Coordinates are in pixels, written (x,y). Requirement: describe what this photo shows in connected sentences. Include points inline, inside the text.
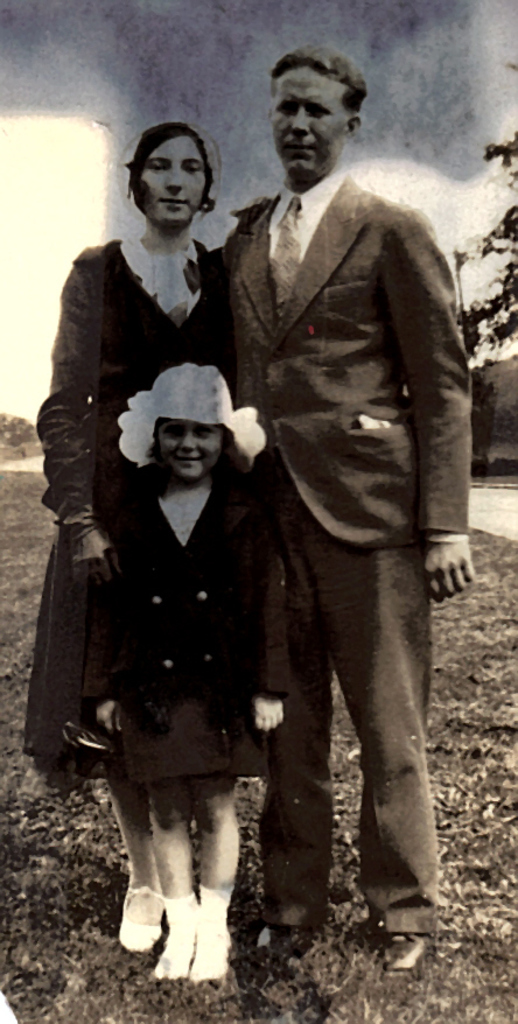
In the middle of the image (311,527) few people (276,79) are standing and smiling. Behind them there is grass (494,836) and trees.
